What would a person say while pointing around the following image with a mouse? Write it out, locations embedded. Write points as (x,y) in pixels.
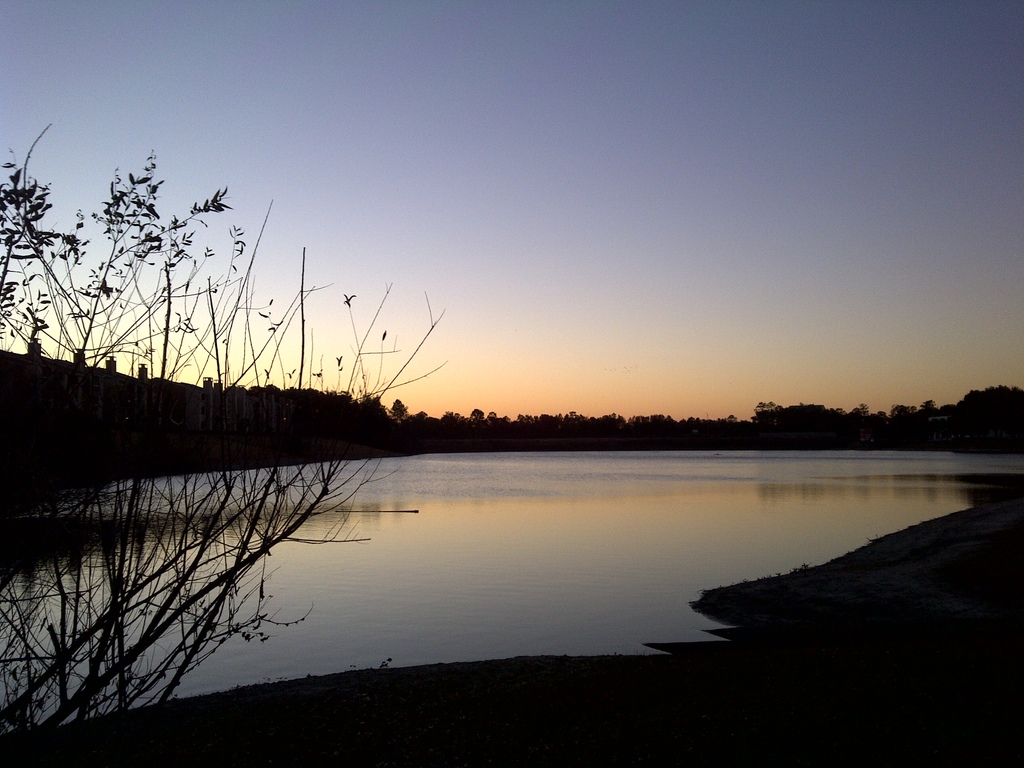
In this picture we can see a lake (581,552) and few trees (518,432).
